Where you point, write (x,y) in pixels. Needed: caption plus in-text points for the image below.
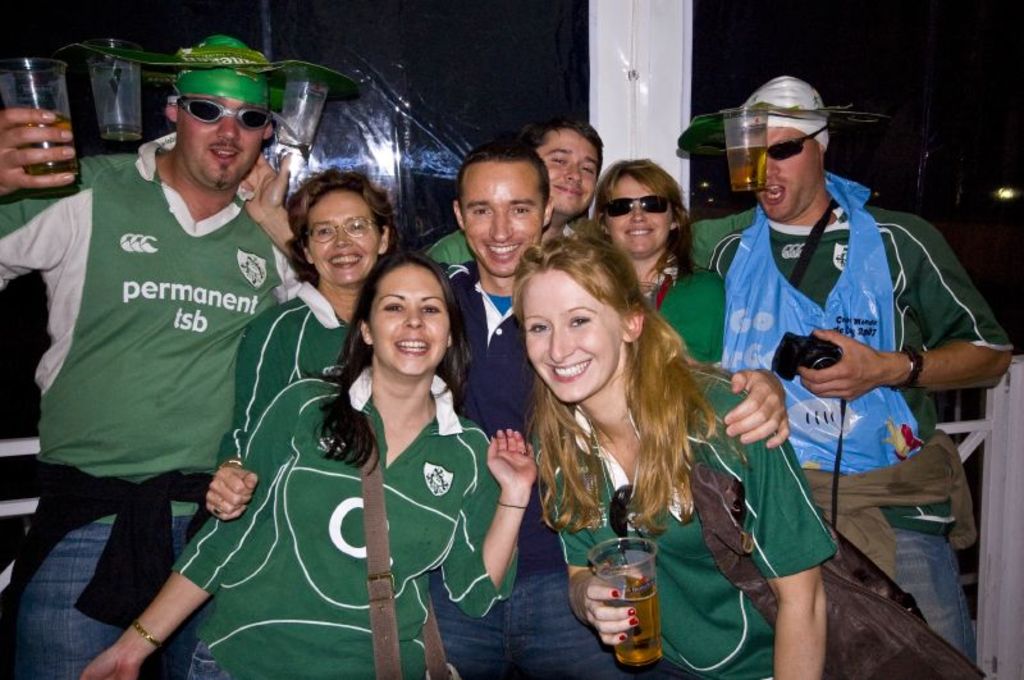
These group of people (509,490) are smiling and giving stills. These 2 persons (608,350) are holding a glass (56,137). This man (787,260) is holding a camera (819,363).
